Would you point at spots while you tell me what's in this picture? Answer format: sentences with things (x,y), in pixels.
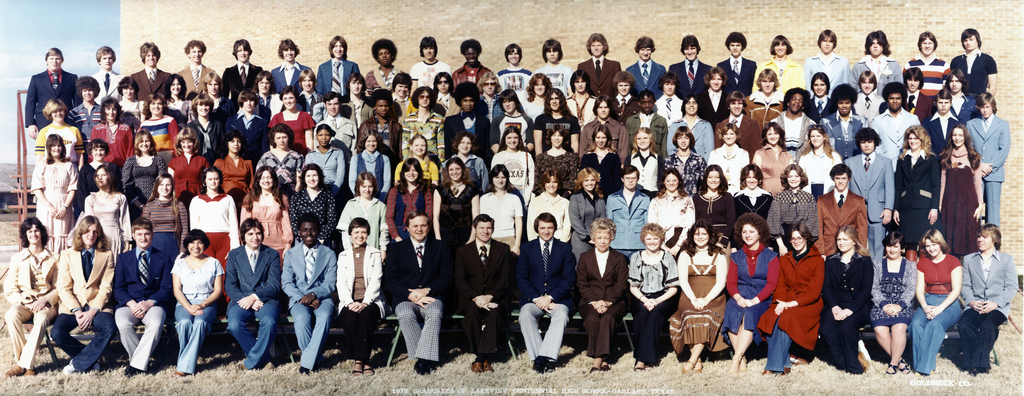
In this image there are few people (597,292) sitting on a bench (172,330), behind them there are few people (247,133) standing and giving a pose for a photograph, in the background (137,8) there is a wall (635,27).
